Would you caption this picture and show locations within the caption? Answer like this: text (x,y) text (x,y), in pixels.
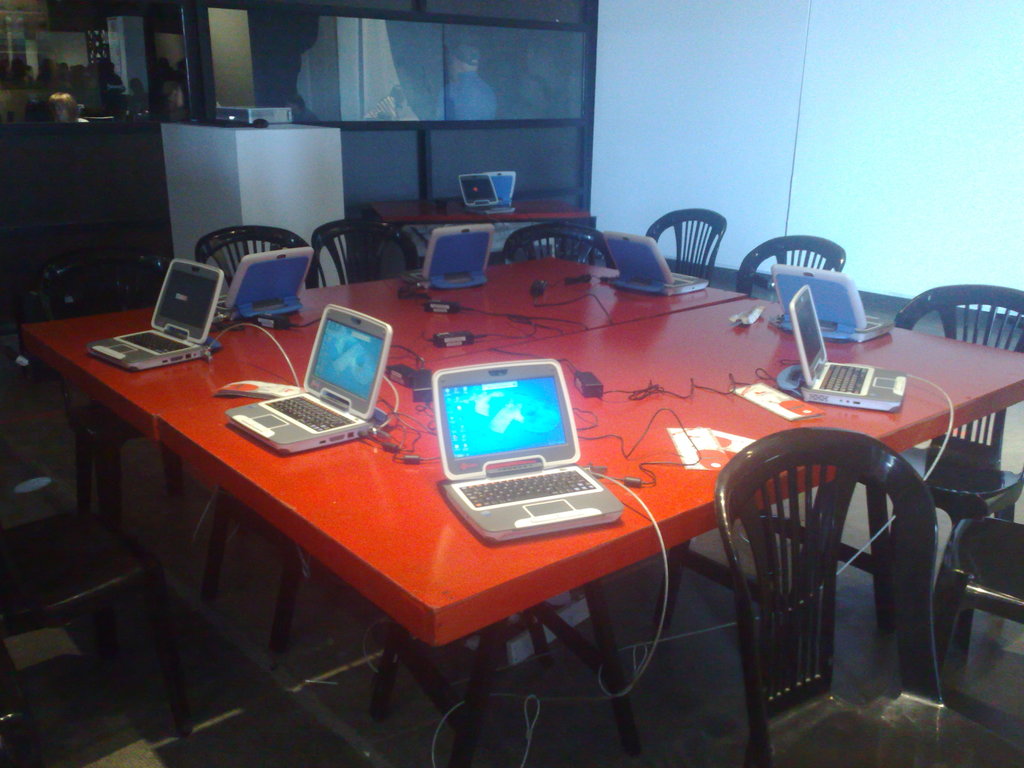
There are laptops (825,294) on the table (394,523) and chairs (346,234) around it.
